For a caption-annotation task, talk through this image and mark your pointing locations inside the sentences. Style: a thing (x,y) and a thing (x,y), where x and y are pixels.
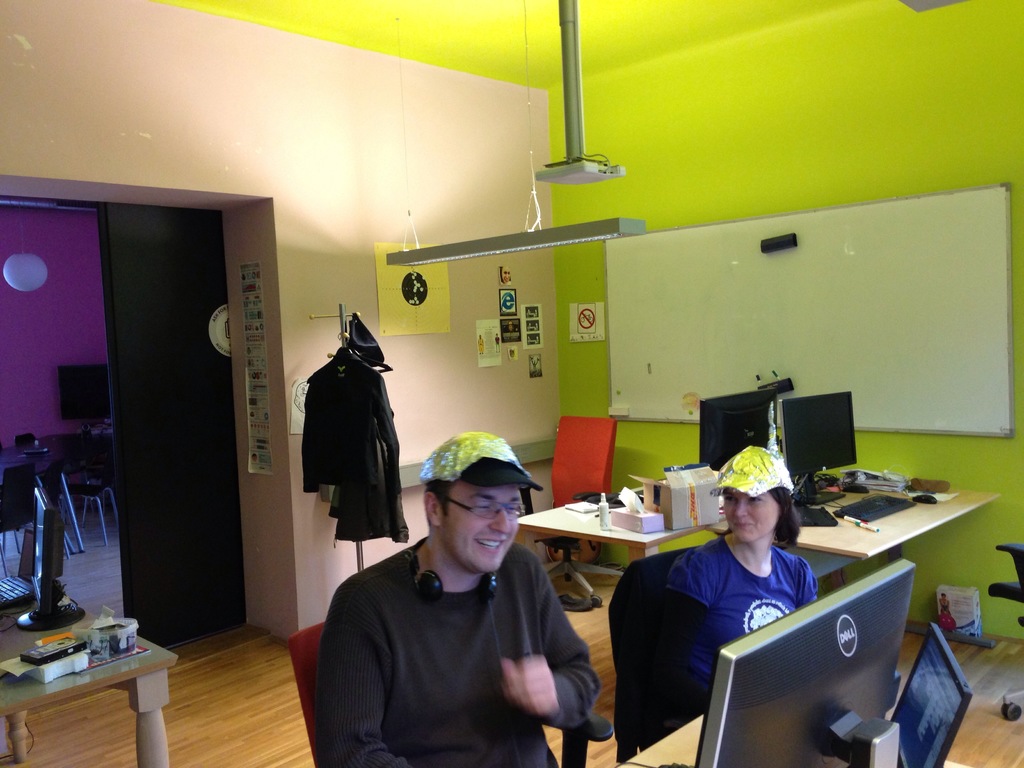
here in this picture we can see a man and woman (736,547) sitting on a chair (307,673) and seeing the system (741,736) on the table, here on other tables (870,494) we can see a system (805,454) along with a keyboard (859,514) mouse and some tissues (642,507), cardboard boxes (712,496), here we can also see a blazer (390,454) hanging on the stand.
